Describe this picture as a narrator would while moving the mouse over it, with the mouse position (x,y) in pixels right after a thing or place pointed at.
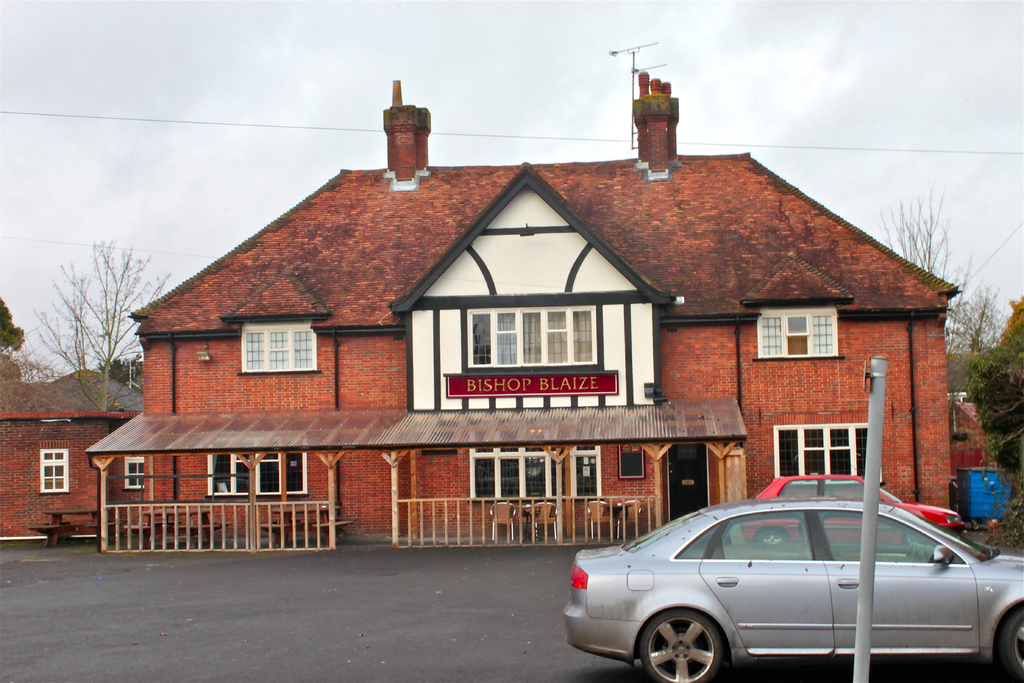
In this image we can see houses (133,464), road (135,682), cars (784,521), poles (875,549), railings (468,512), chairs (507,525), windows (484,452), board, benches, and other objects (994,493). In the background (990,326) we can see trees (990,326) and sky (153,239) with clouds (821,122).
